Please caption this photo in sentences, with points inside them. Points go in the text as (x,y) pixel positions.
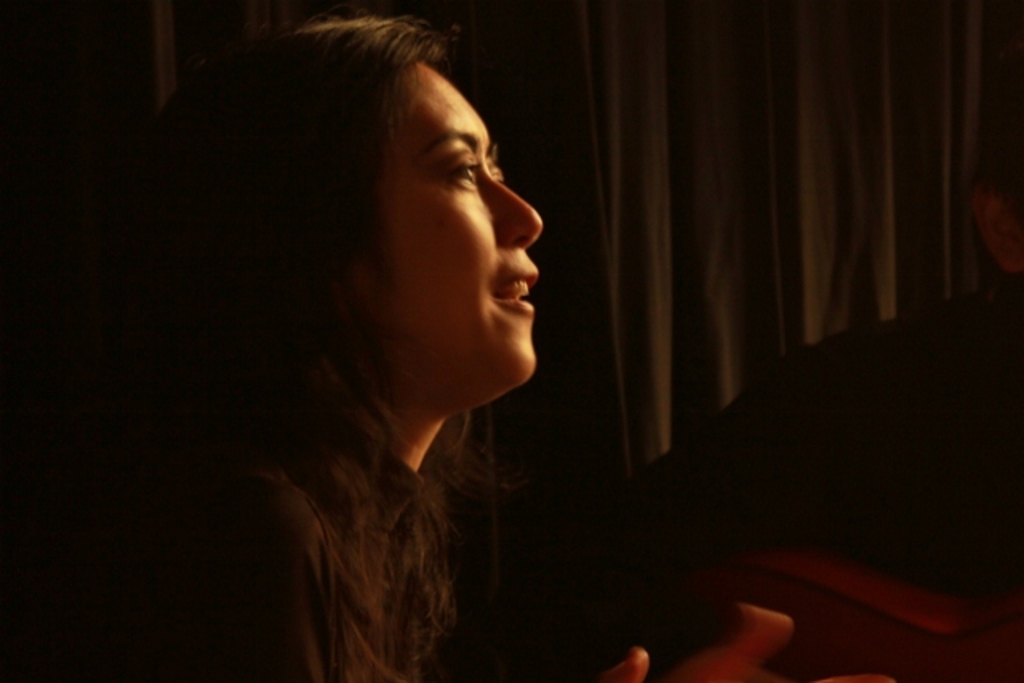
In this picture I can observe a woman (414,299). On the right side (762,492) there is another person (915,428). In the background (564,447) I can observe black color curtain (665,279).
